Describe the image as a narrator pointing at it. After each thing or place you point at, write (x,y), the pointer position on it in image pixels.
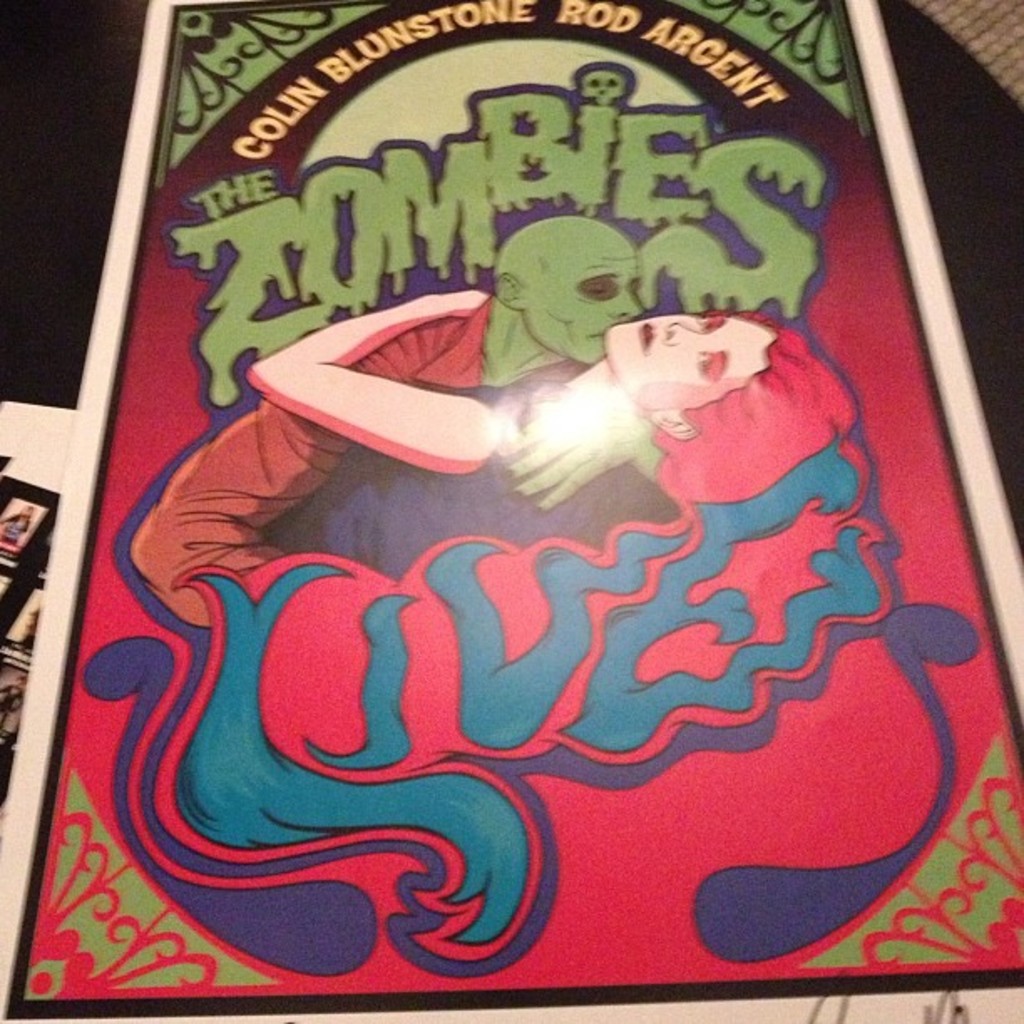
In this picture we can see a colorful card (511,741) with the image of zombies (481,325) and some text (811,499) printed on it. In the background (41,288) there are other cards (31,508) on the black surface (41,360).
